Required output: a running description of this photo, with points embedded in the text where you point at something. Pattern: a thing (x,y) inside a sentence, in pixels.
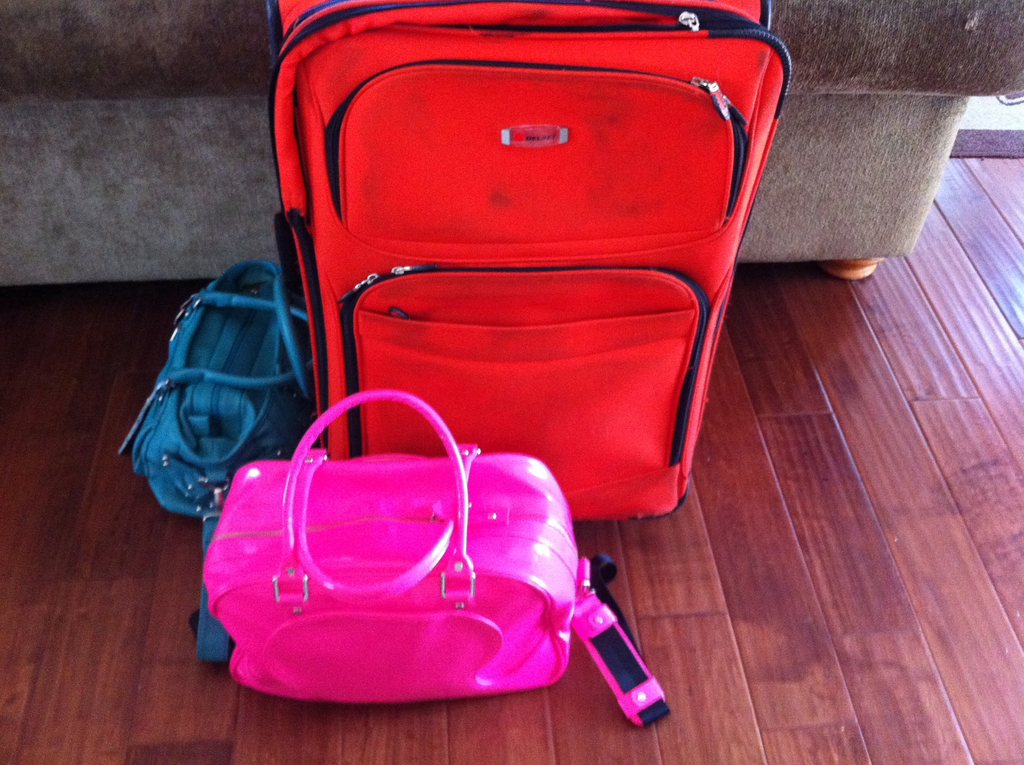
There is a red travel bag (519,240) and a blue and pink handbags (233,400) and there is a sofa (187,172) behind it.
